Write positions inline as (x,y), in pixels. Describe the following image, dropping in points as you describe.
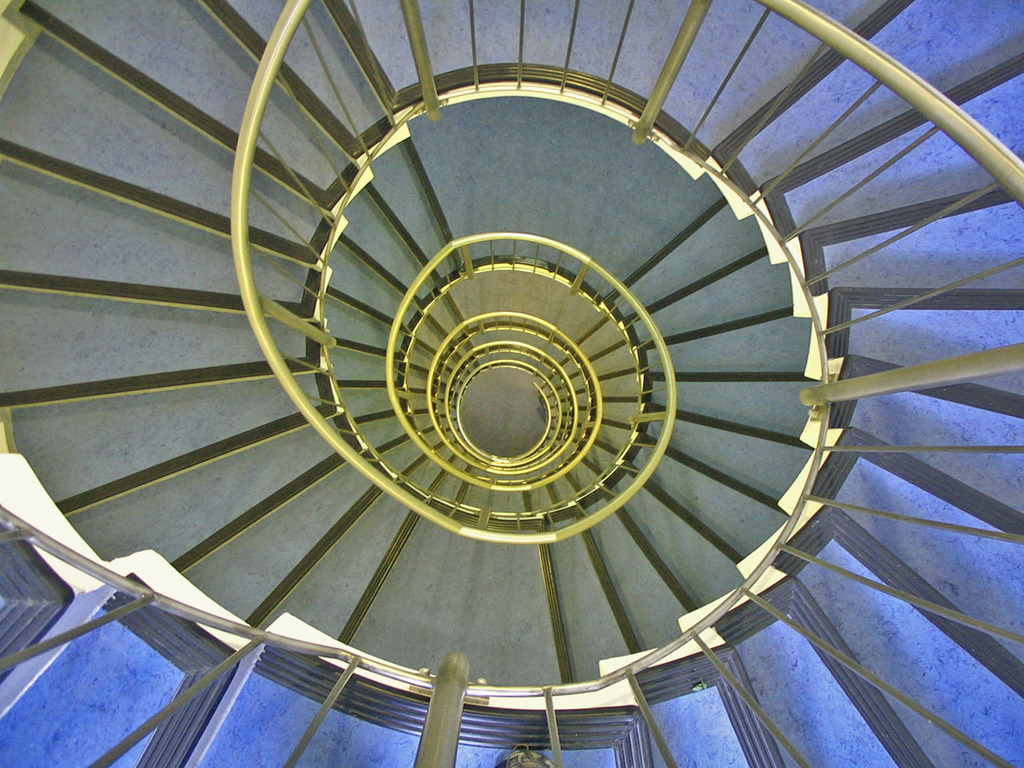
In this picture there is staircase (634,491) in the center of the image (568,355).
